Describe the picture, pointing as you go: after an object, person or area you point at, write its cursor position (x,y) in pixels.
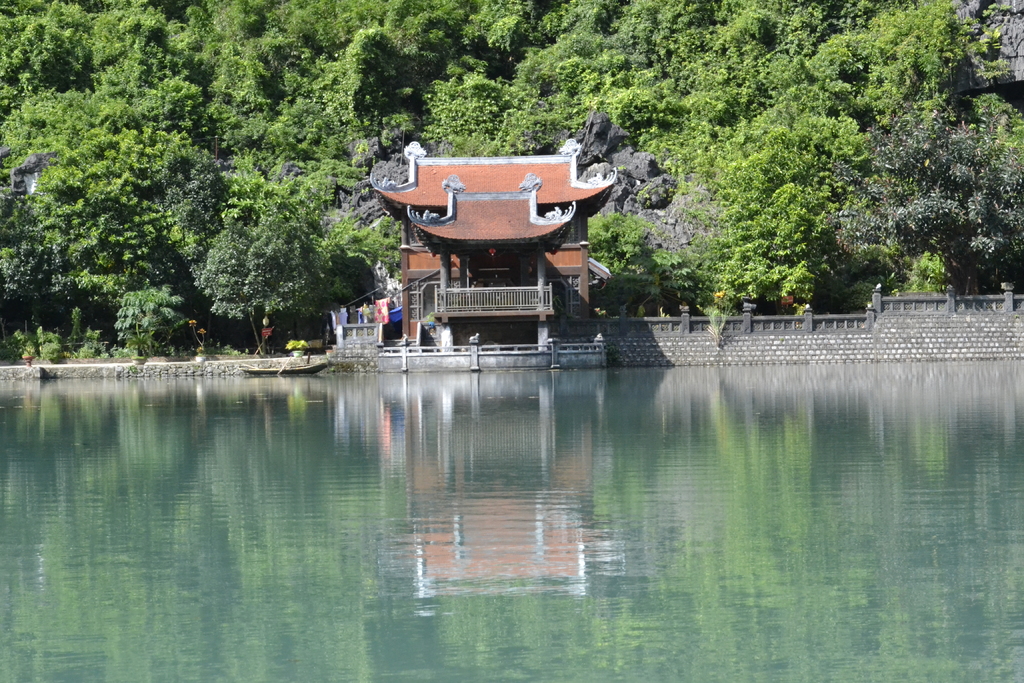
This outdoor picture. On the background of the picture (292,82) we can see trees (575,58). These are the mountains (648,166). Here we can see a boat (301,369). This is a lake (570,557). We can see a building (562,223) with a different style of arch (479,207) on the top of it. This is a wall (871,349).
